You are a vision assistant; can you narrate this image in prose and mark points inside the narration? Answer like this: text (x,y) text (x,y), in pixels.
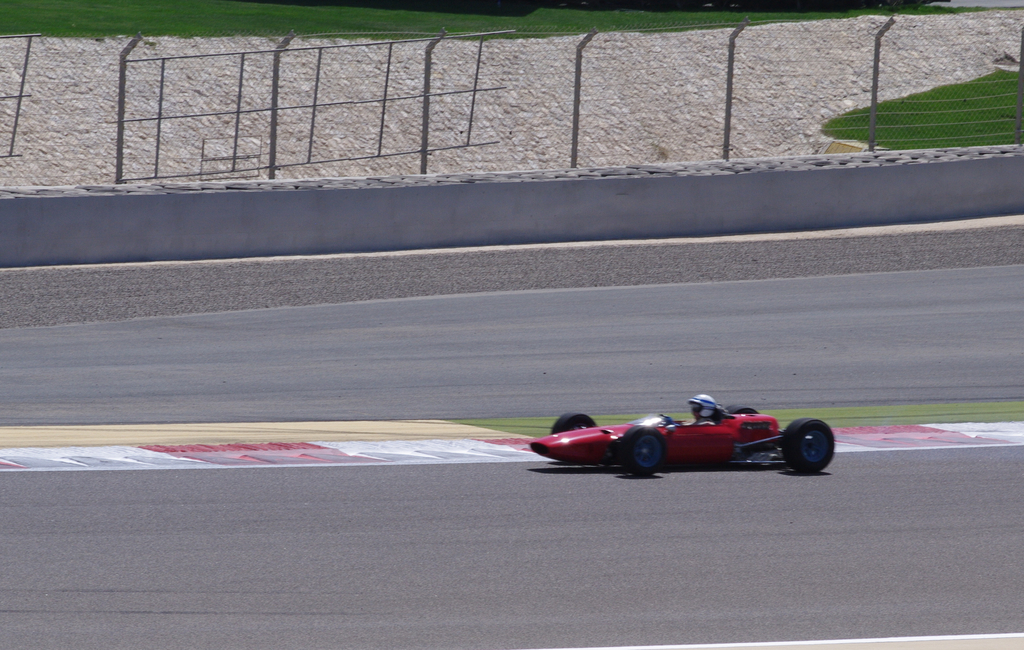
In this picture we can see a person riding a red color car (720,451), in the background (423,18) there is grass (575,27), we can see fencing (356,85) in the middle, this person (703,419) wore a helmet (700,406).
